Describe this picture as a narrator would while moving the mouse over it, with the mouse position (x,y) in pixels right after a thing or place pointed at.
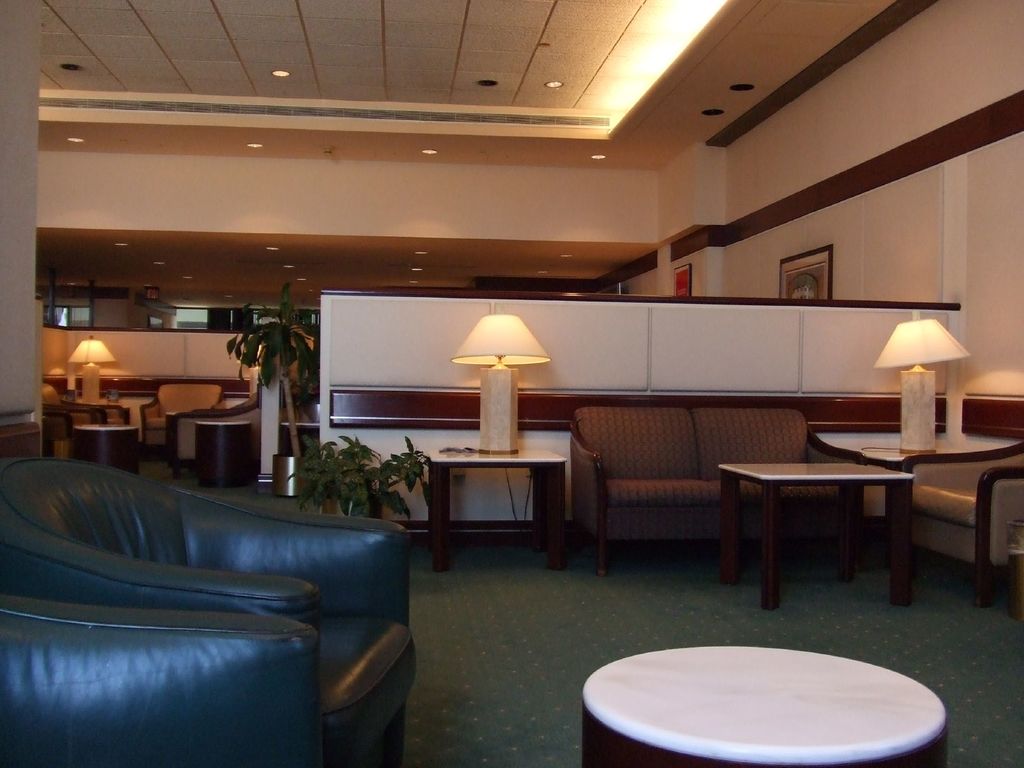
As we can see in the image there is a wall (903,254), photo frame (801,283), plant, lamps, tables (901,457), sofa (674,505) and chairs (147,418).
